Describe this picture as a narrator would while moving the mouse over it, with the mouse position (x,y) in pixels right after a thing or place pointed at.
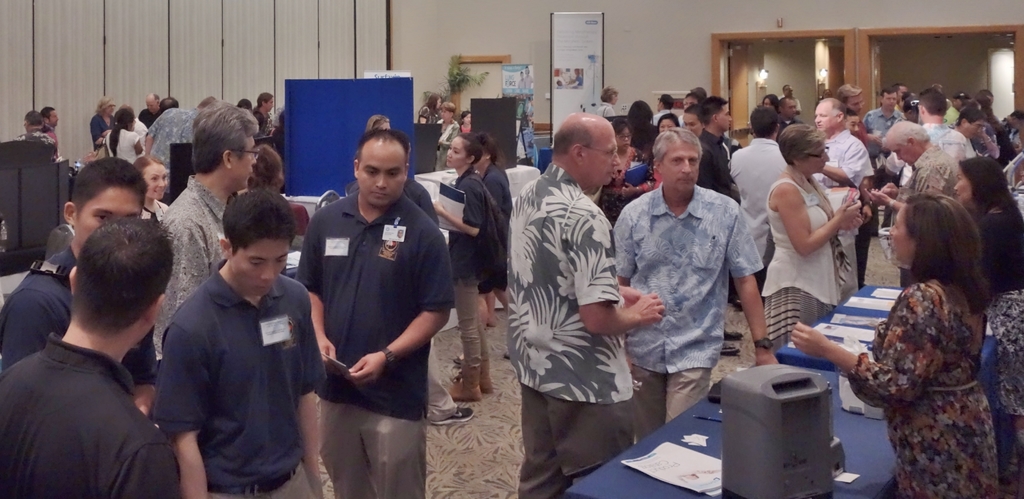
In this picture, we see the people (590,339) are standing. On the right side (702,408), we see a table (610,462) on which a grey color object (757,446) and the papers (692,484) are placed. Beside that, we see the people (933,303) are standing and they are trying to talk something. On the left side (227,199), we see the people (277,198) are standing and we see the boards (389,114) in black and blue color. Beside that, we see the boards (559,91) in white and blue color with some text (574,40) written on it. Beside that, we see the people (272,118) are standing. In the background (473,53), we see a door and a wall (671,37). We even see the lights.
